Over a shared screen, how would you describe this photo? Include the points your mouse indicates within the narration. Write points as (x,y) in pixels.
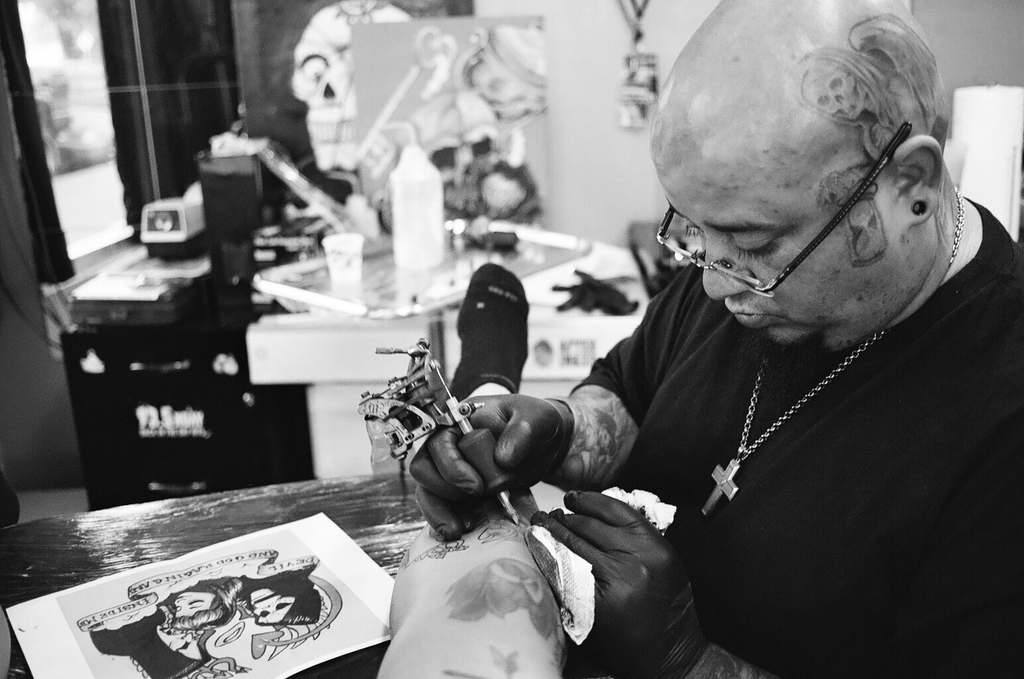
This is a black and white image. On the right side of the image (930,509) there is a man (931,509) with black t-shirt (890,473), spectacles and chain (752,402) around his neck (937,233). He is holding a machine (472,435) in the hand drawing the tattoo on the leg (501,550). There is a paper (189,576) on the surface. There is blur background (174,293) with bottle (410,168), cup (351,239) and few other items (336,96).
